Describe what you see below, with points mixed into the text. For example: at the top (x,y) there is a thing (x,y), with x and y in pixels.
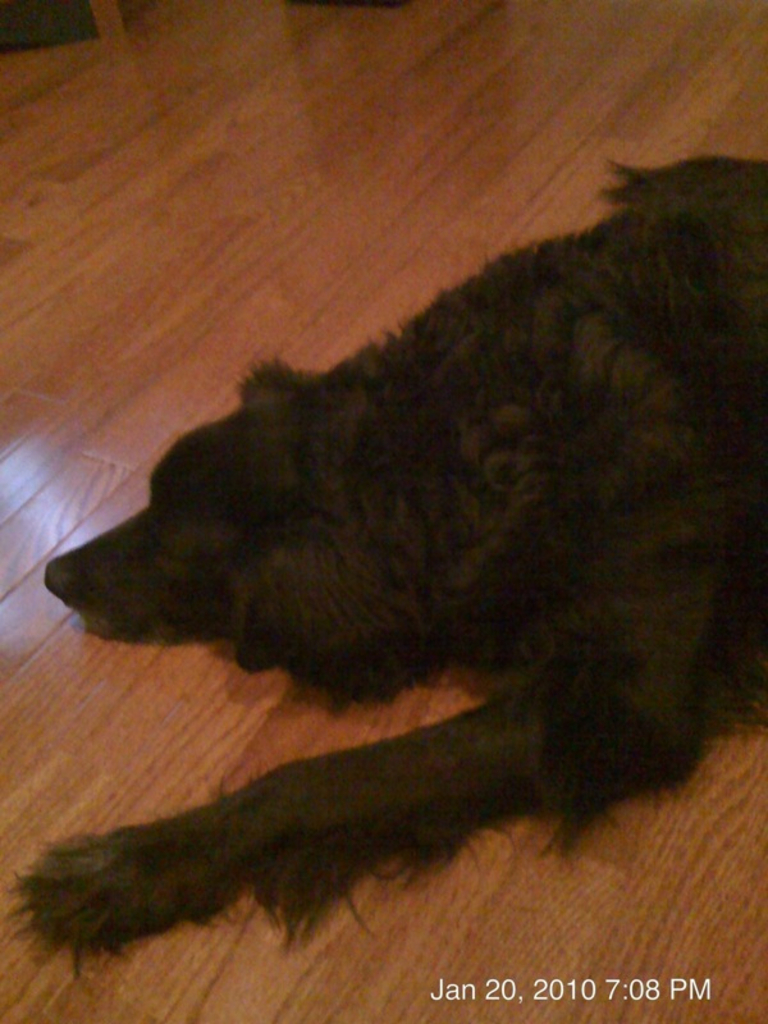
The picture consists of a dog (428,459) lying on a wooden floor (328,750). At the top left (58,38) there is an object (45,43). At the bottom (457,997) towards right (585,986) there is date (571,997) and time (615,983).
